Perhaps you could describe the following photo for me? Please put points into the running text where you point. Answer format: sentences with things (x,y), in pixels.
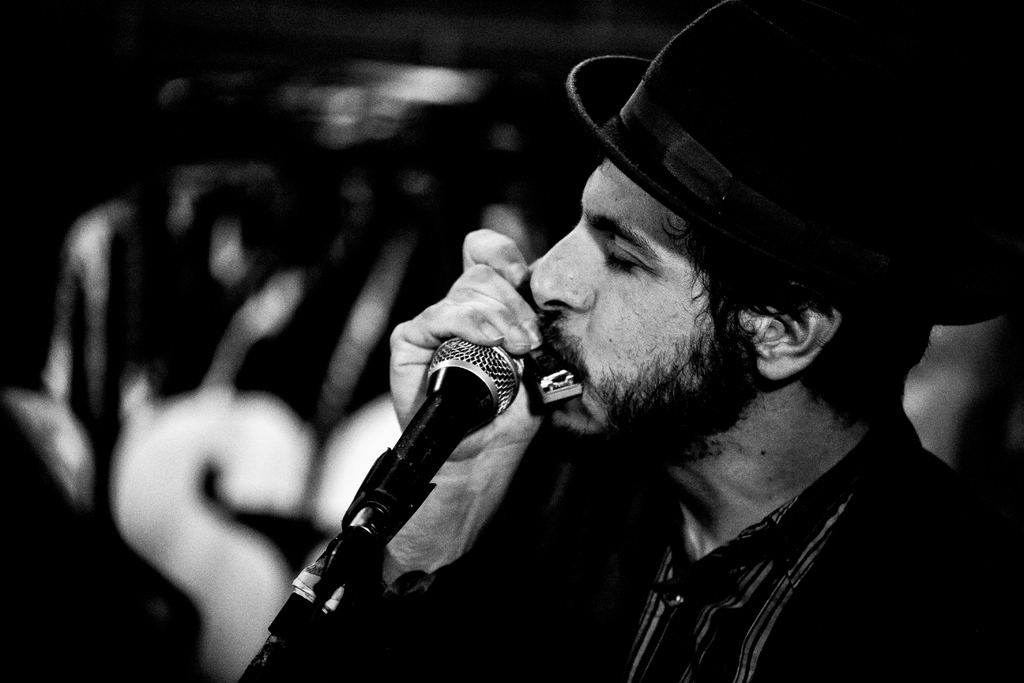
In this image I can see a man (626,310) holding a musical instrument (552,383). There is a mic (390,507) and a stand (288,611).
